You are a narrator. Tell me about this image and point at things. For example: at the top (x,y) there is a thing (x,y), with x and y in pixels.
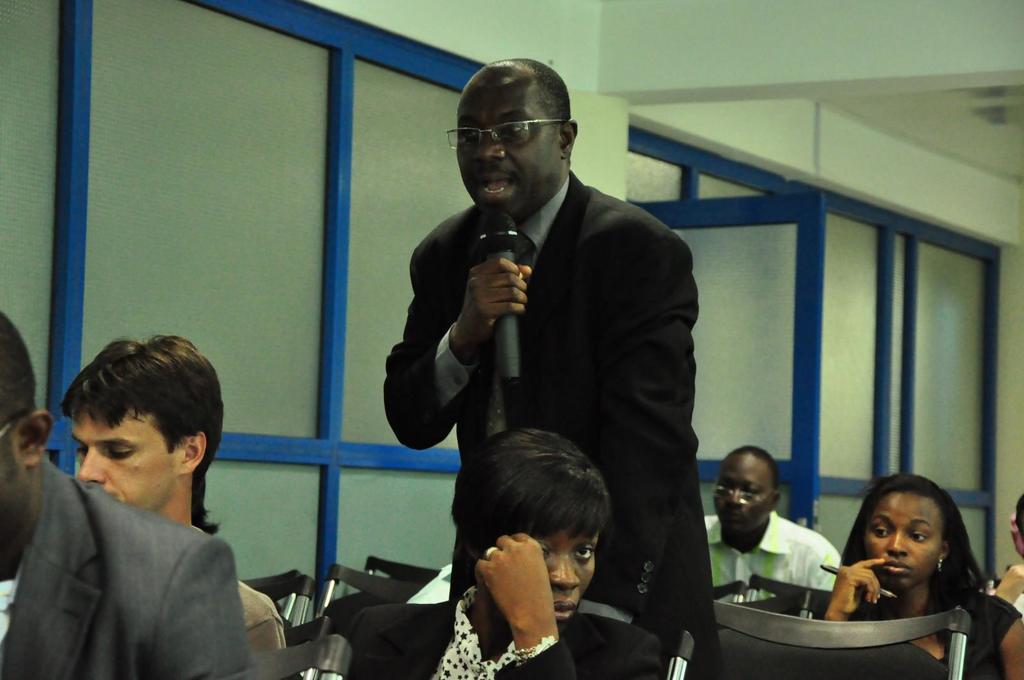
In this image we can see few people (517,592) sitting on the chairs (808,588) and a person (623,488) is standing and holding a mic (500,226) and beside them there is a wall (668,196) with a door (728,279).
